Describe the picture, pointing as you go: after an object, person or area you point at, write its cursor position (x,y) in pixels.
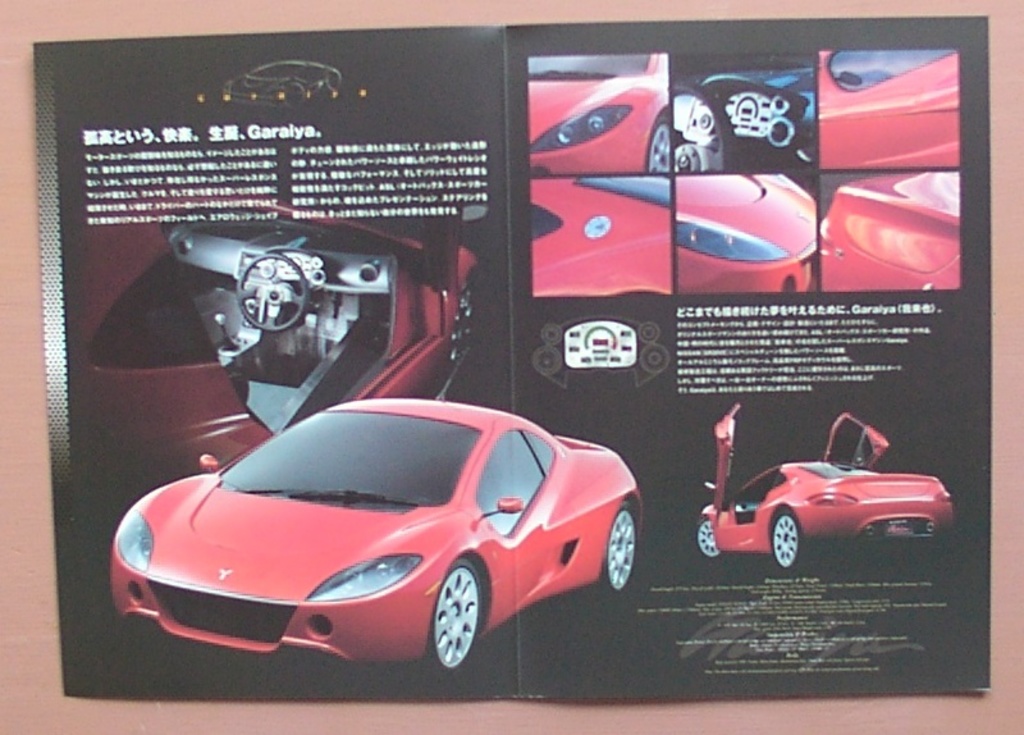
This is a poster (554,646). On this poster (546,492) we can see a car (430,575) and its parts (654,258).
